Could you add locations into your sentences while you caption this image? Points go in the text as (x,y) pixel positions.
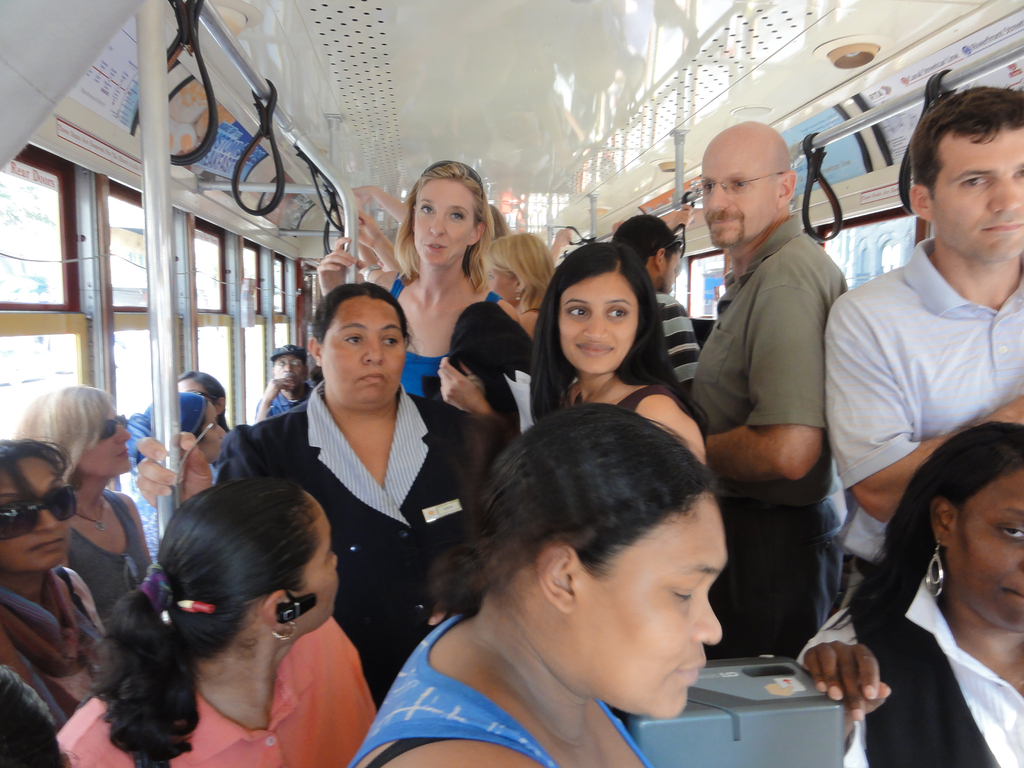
This picture is inside a vehicle (621,90) where we can see a few people (127,631) are sitting and few people (649,394) are standing. Here we can see handles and glass windows (73,337) on the either side of the image.
